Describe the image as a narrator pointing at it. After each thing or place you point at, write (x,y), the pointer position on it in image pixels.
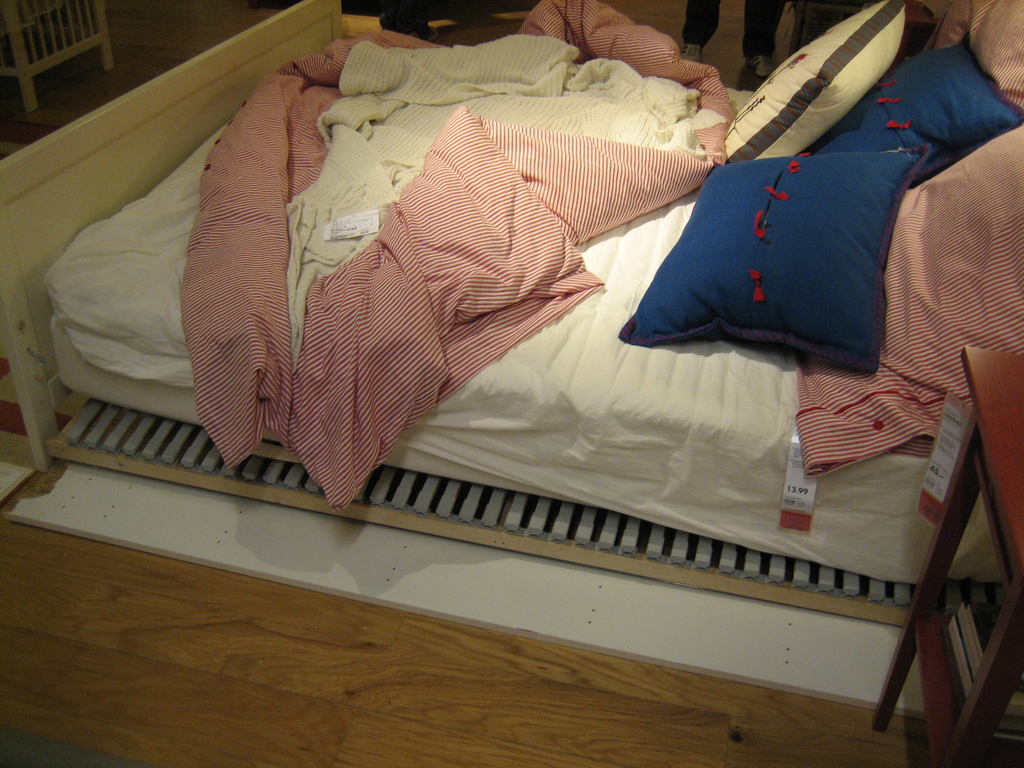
This picture is clicked inside the room (363,640). here, we see a bed (427,425) on which bed sheets (527,182), pink bed sheet (453,203) and five pillows (747,120) are placed. Among this five, two are blue in color and two are pink color and one is in white color. On the right bottom of the image (921,606), we see table (901,648) and on the left top (104,20) we see chair (14,15).
